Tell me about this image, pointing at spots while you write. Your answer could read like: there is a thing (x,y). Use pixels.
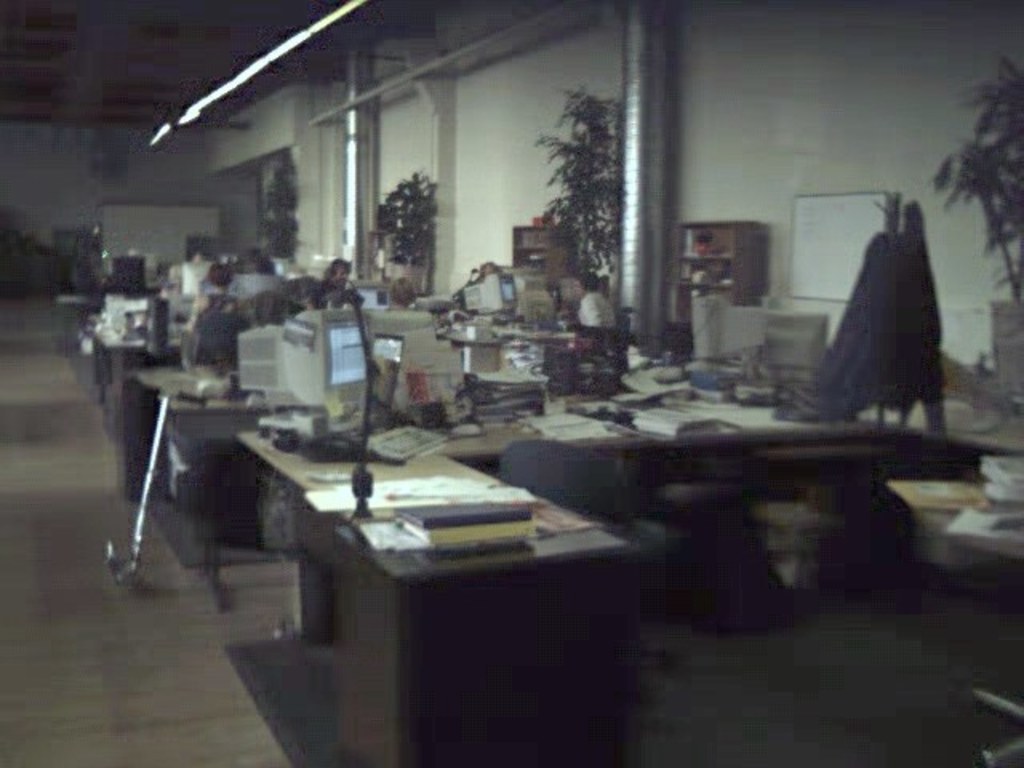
In the picture we can see an office (481,479) with some desks (576,706) on it, we can see some computer systems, some files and some things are placed on it and some people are sitting near it and doing their work and besides, we can see some pillars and plants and in the background (54,170) we can see a wall (34,193) and near it we can see a white color board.
